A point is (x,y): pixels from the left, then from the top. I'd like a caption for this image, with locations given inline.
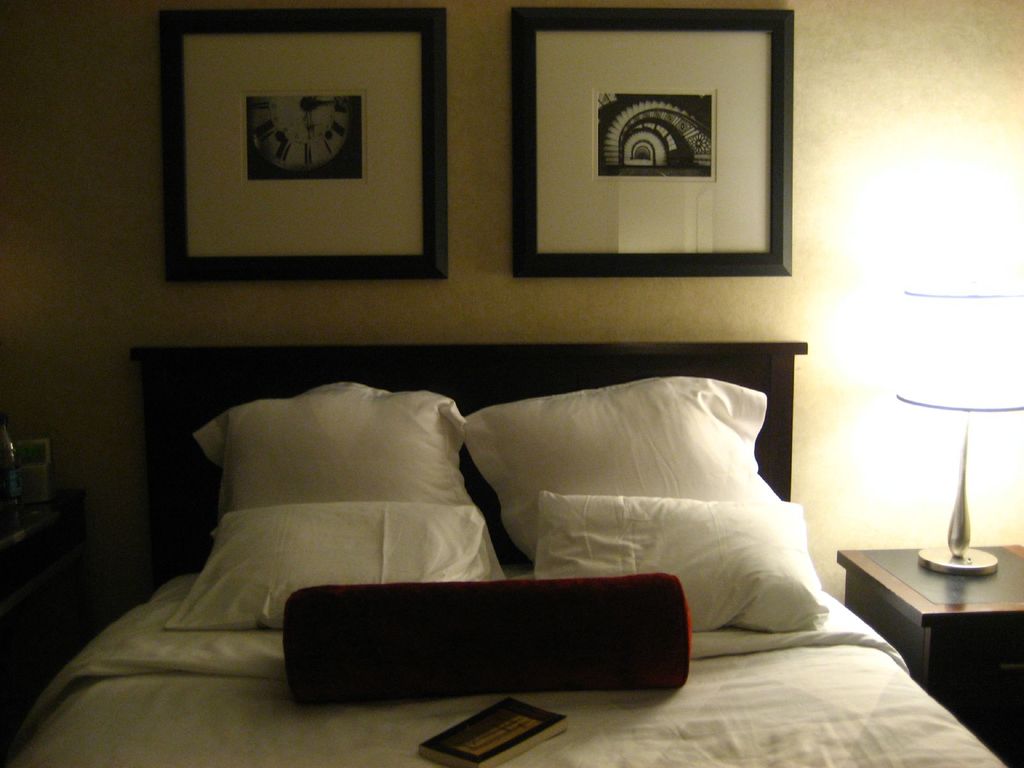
In this picture we can see a book (487,713) on the bed (455,720) and also we can see wall paintings (293,142) and a light (931,376).
